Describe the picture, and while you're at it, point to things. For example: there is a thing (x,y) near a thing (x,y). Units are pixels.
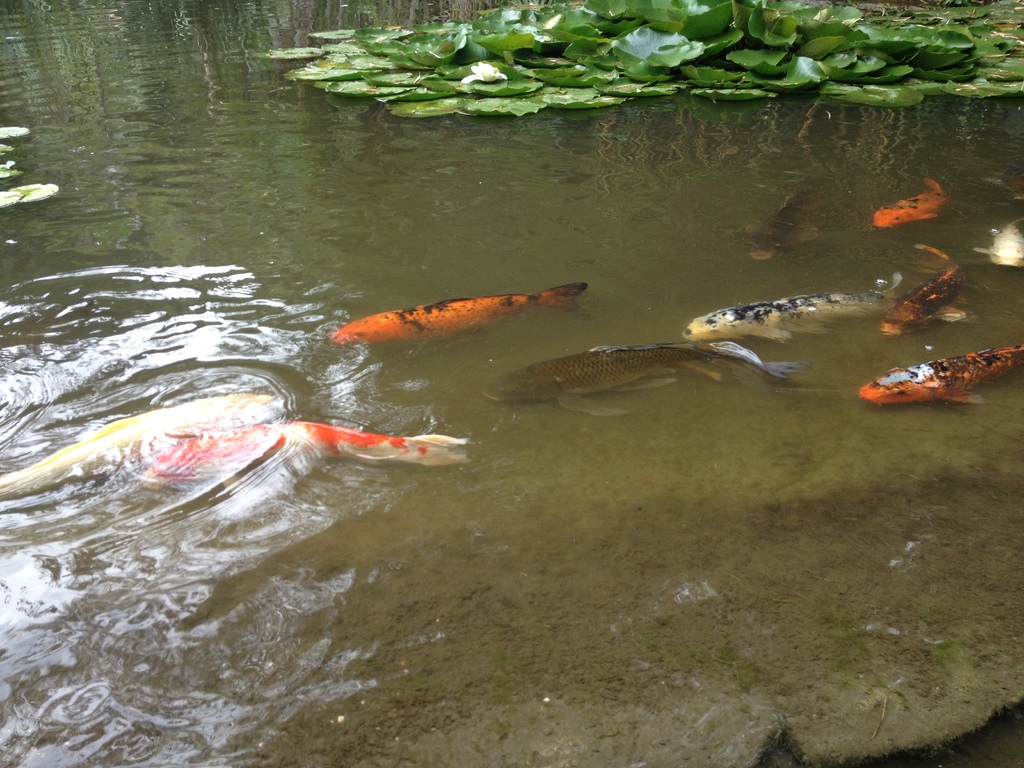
In this image we can see some fishes (526,397) in the water (427,425). We can also see some plants (688,77) floating on the water (540,118).
